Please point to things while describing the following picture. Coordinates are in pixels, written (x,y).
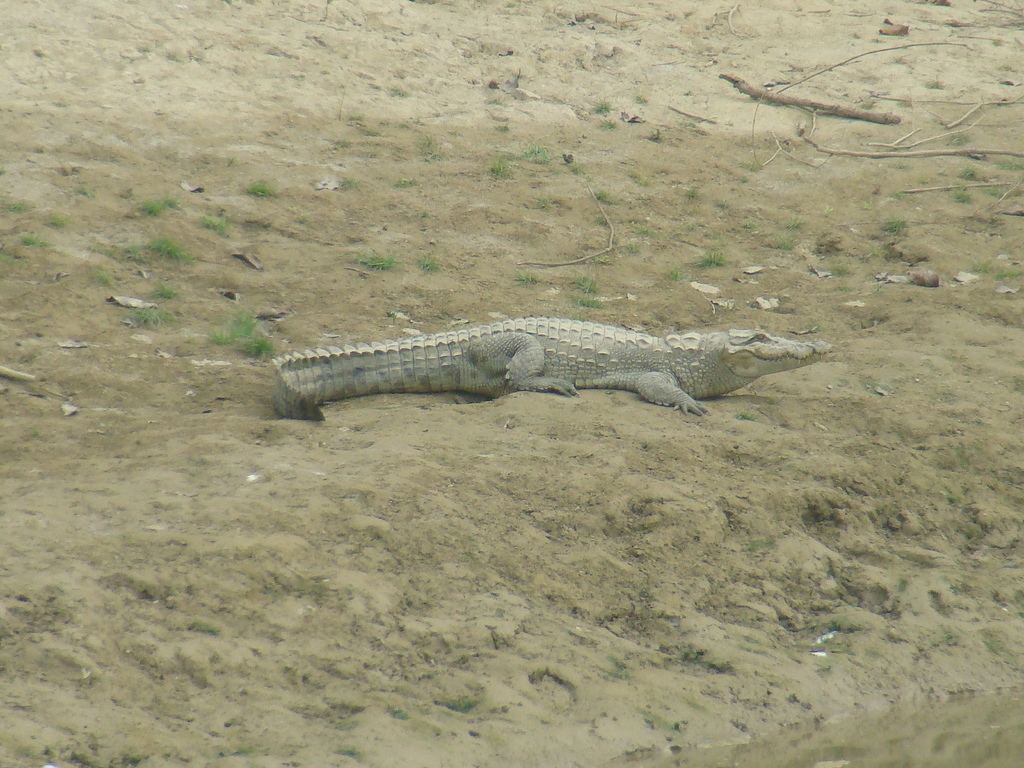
In the image we can see a crocodile (467,352), this is a sand (380,531), grass (254,337) and water (874,736).
